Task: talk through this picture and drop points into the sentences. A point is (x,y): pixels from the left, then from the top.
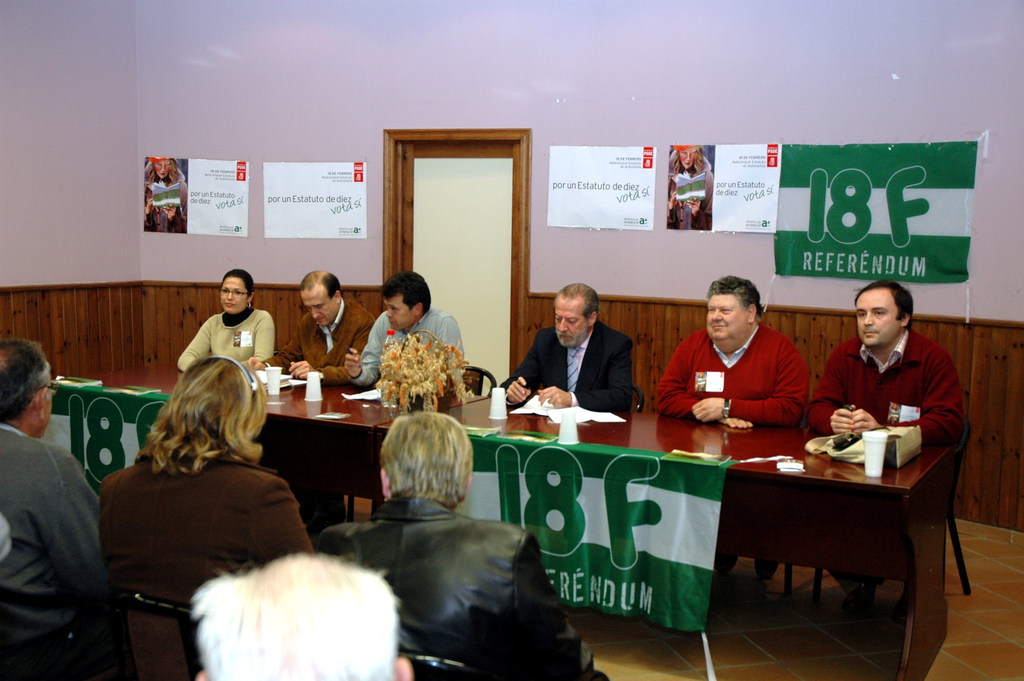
In the image we can see there are people (741,378) who are sitting on chair (806,415) and in front of them there is a table (347,403) on which there are glass (565,436) and purse (861,445) and in front of them there are people (60,488) sitting and they are looking to them.
